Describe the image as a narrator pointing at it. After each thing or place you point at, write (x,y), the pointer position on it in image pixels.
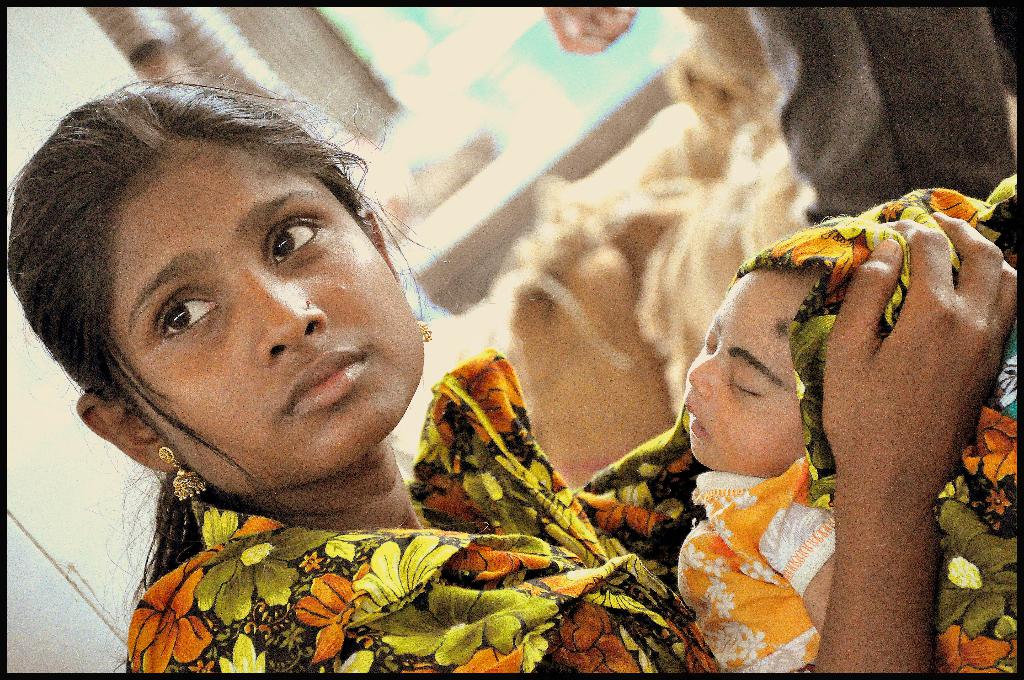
Here I can see a woman (385,536) carrying a baby (766,595) and looking at the left side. The baby (757,429) is sleeping. Behind her there are few bags (641,267). In the top right (852,75) there is a person (892,107) standing. The background (466,138) is blurred.
